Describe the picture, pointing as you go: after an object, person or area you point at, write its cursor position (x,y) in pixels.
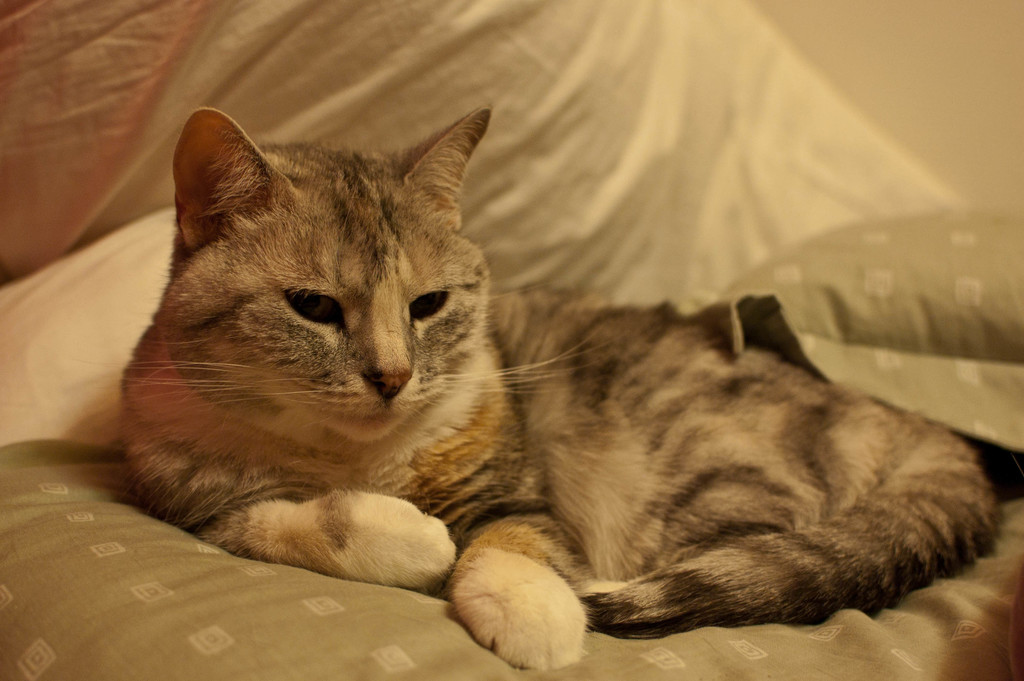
In this image, we can see a cat (670,491) on the bed (190,588).
